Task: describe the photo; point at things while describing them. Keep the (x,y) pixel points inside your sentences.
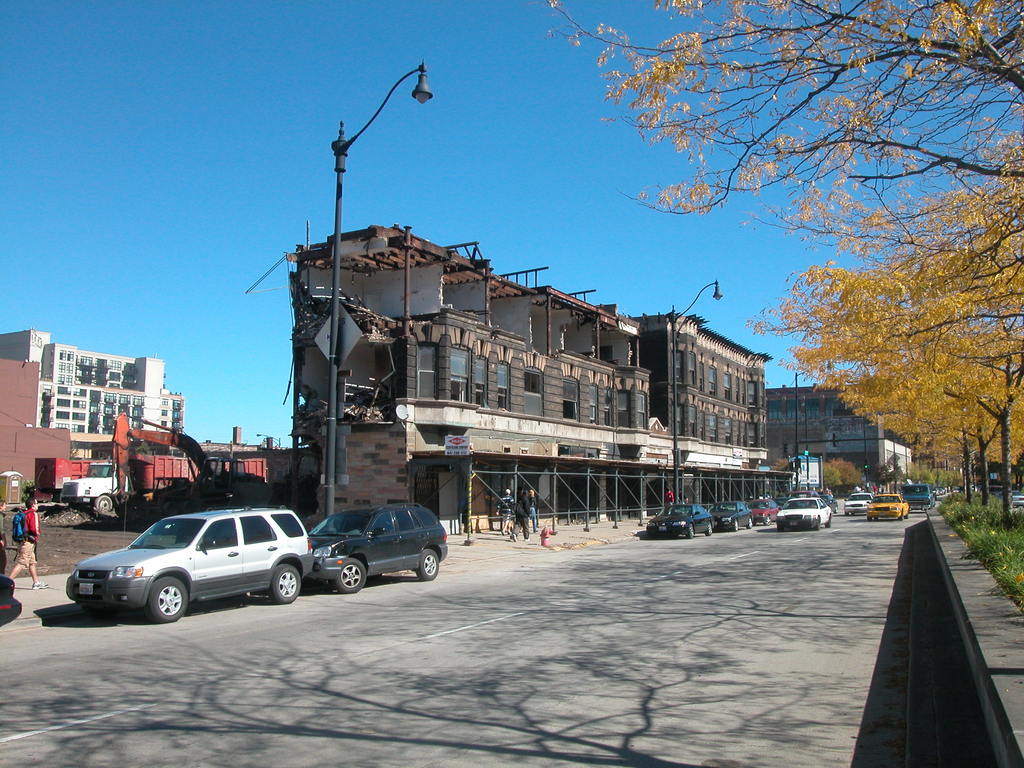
The picture is taken outside a city (639,437) on the streets (615,560). On the right (933,419) there are trees (965,370), grass (976,528) and divider (963,598). In the center of the picture (667,500) there are cars (432,566), railing (571,485), building (539,410), street lights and people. On the left (23,544) there are people (31,513) walking on the footpath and there are machinery (206,479), truck (102,491) and buildings (56,434). Sky (246,168) is sunny.
